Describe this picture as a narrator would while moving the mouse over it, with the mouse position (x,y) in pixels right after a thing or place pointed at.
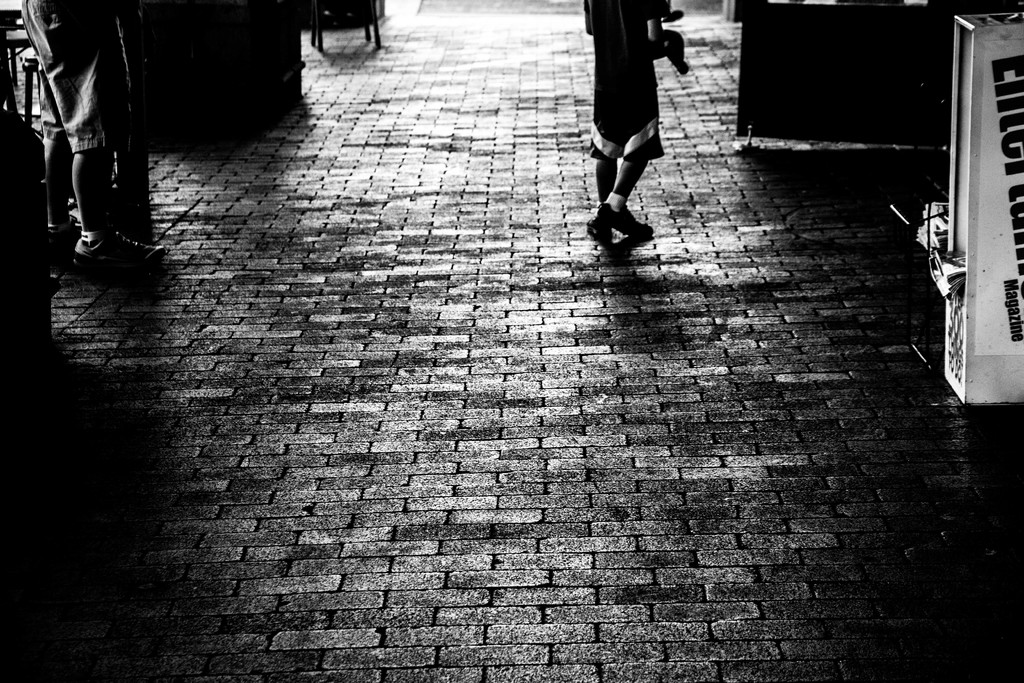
In this image we can see walkway (356,510) there are some persons (111,109) standing on floor (408,122) on left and right side of the image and there are some objects (762,69) on floor (109,470).
